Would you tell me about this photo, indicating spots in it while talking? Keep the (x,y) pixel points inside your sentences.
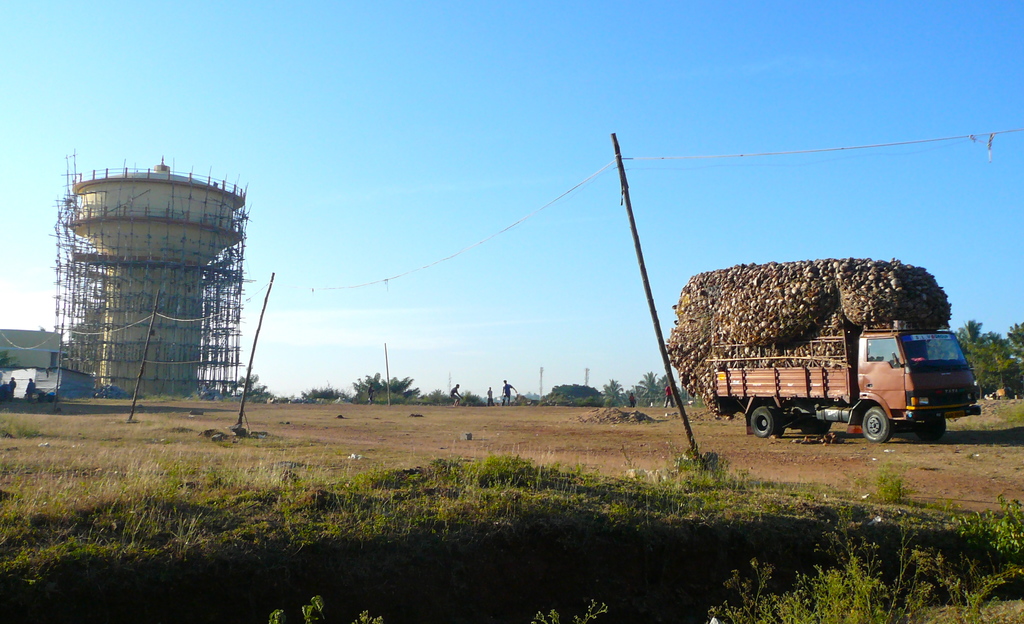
This is an outside view. On the ground (231,548), I can see the grass (755,580). On the right side (749,349) there is a truck (799,403) carrying a load (771,313). On the left side (152,253) there is a tower (151,290) and few houses (49,376). In the background (660,393) there are many trees (616,386) and I can see few people (489,395) on the ground (482,410). At the top of the image (463,147) I can see the sky (507,222).
